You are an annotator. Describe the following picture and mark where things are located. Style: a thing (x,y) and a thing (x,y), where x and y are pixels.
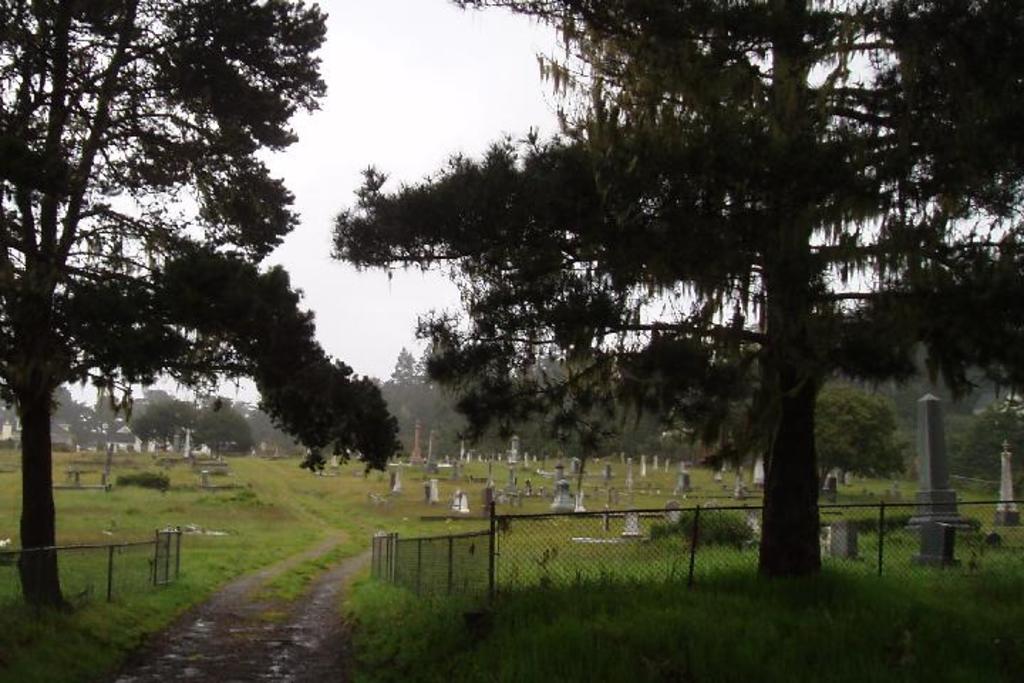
This picture is clicked outside the city. In the foreground (676,641) we can see the green grass (584,625), mesh (455,539), metal rods (394,559) and the trees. In the center (424,444) we can see the cemetery (433,501) and some other objects (103,475). In the background (313,278) there is a sky (320,298) and the trees (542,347).
